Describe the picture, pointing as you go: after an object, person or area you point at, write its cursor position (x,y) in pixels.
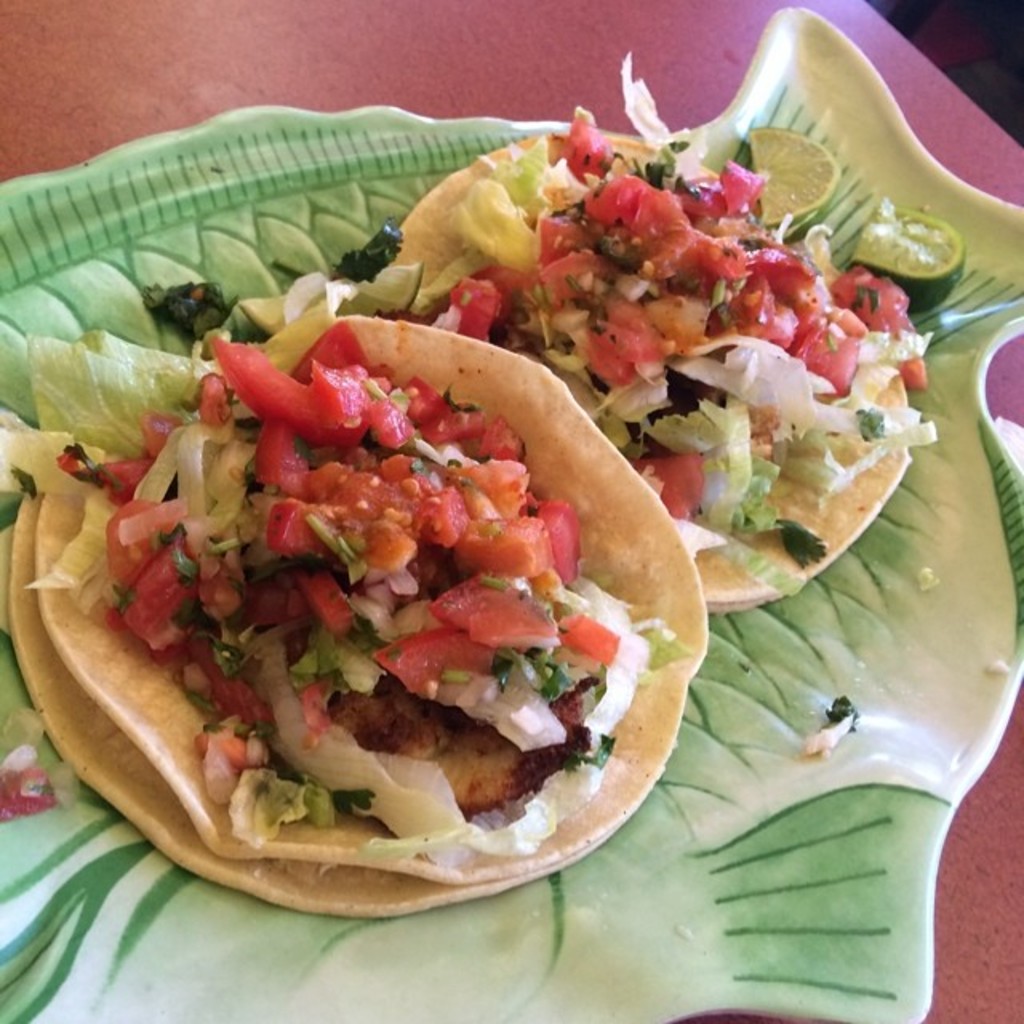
In this image I can see a food items (634,545) on the green and white color plate (935,662). Food (529,577) is in red, orange, white and cream color. Plate (157,193) is on the red table (536,60).
